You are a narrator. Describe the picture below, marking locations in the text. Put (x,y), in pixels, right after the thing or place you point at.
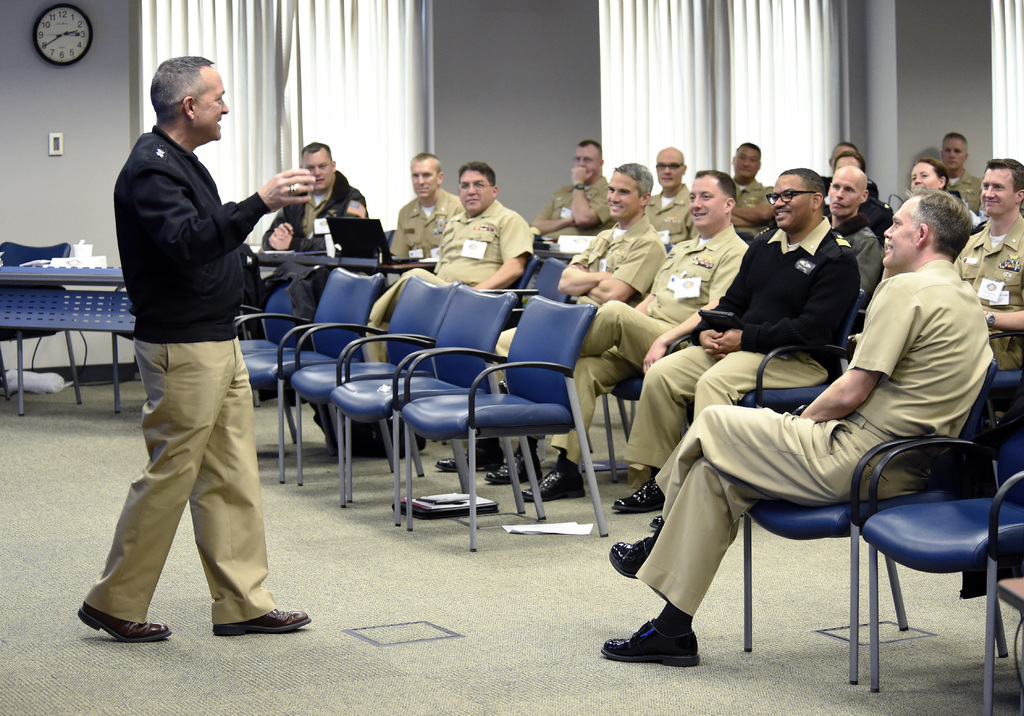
A group of people (705,331) are sitting on a chair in a room (890,161). Curtains (405,92). Clock (81,41) is attached to a wall (101,34). This man (204,101) in black jacket (219,268) is standing This man (765,294) wore spectacles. In-front of this man (428,232) there is a table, on a table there is a laptop (367,242).
